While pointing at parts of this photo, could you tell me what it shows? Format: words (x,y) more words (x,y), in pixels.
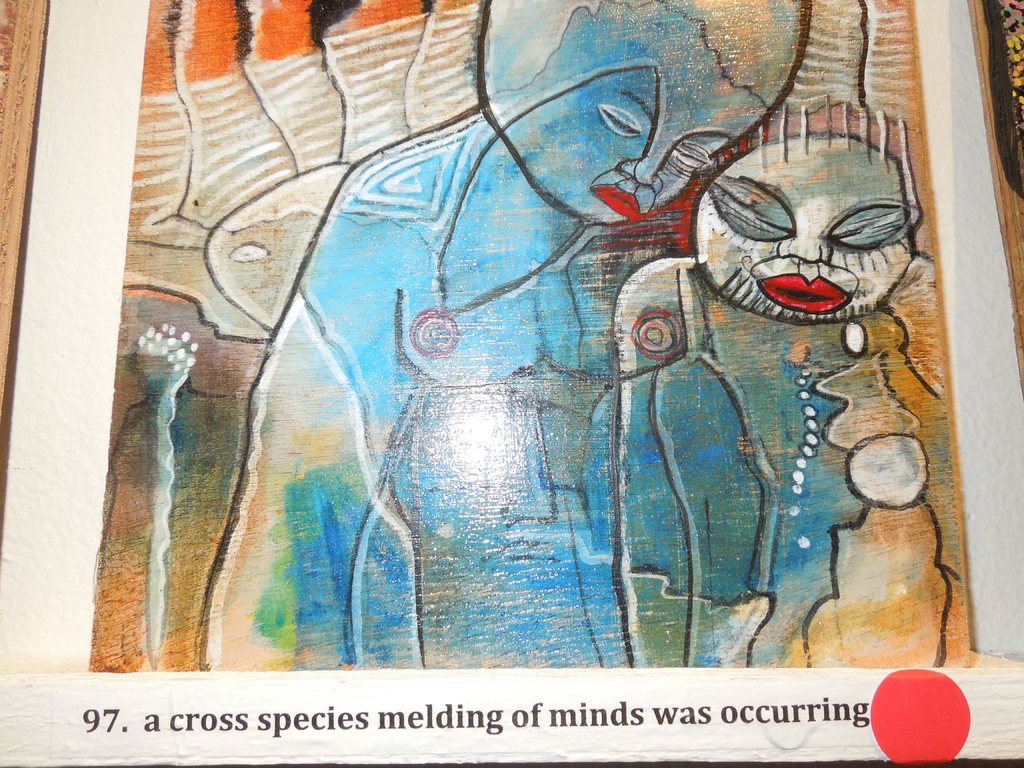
In this image I can see a painting (549,449) of two persons (579,213) standing which is blue, red, orange, cream, green and brown in color. I can see few words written with black color to the bottom of the image (99,730).
